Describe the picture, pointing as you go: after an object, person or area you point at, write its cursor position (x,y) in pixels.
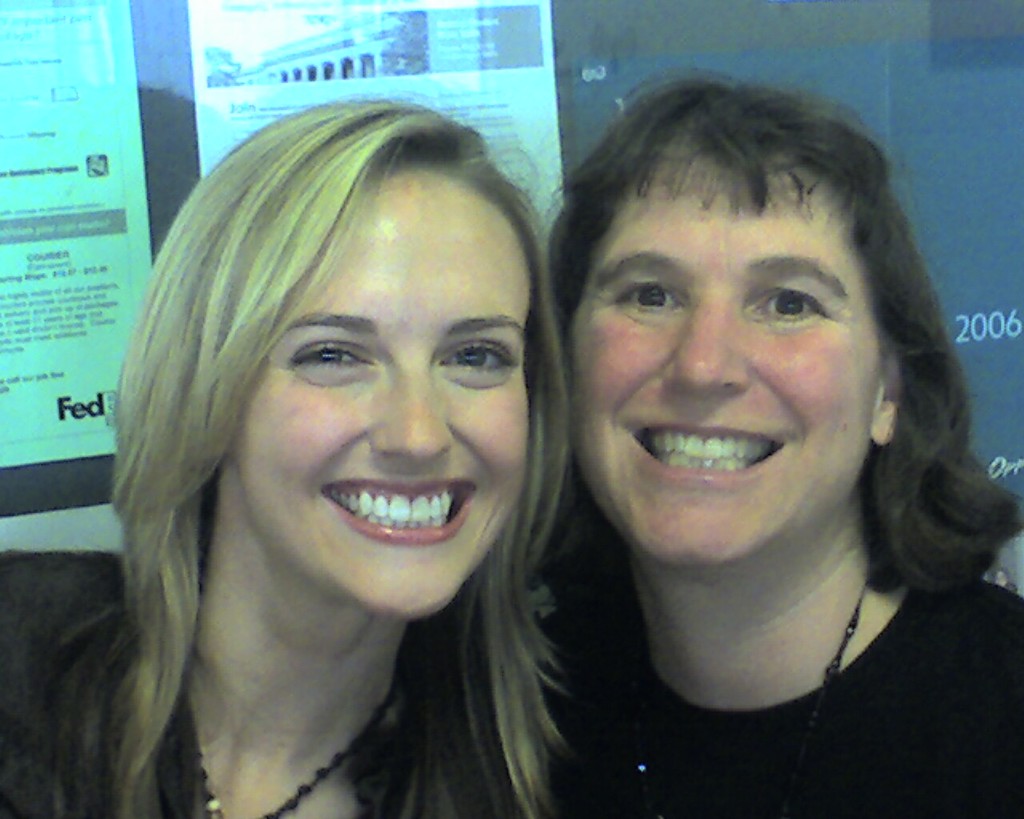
In this image we can see two ladies (624,640). In the back (588,82) there are papers (115,113) with text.
